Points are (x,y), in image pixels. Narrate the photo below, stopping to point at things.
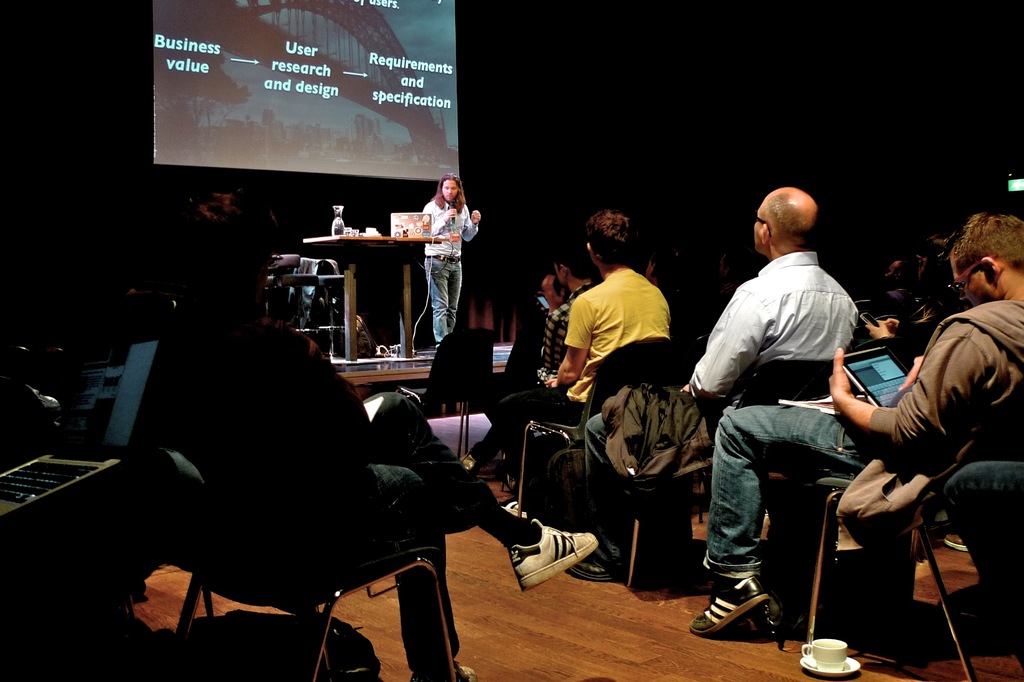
This image is taken indoors. In this image the background (676,106) is dark. There is a board (299,72) with a text (299,51) on and an image (341,52) on it. At the bottom of the image (557,609) there is a floor (533,607). In the middle of the image (446,256) a person (453,270) is standing on the dais (429,356) and there is a table (338,241) with a few things (411,221) on it. On the left side of the image (238,452) a few (170,510) are sitting on the chairs (194,597) and a person (78,498) is holding a laptop (75,419). On the right side of the image (723,314) many people (730,468) are sitting on the chairs (935,560) and a man (858,400) is holding a tablet (892,372) in his hands (845,390). There is a cup (819,651) and a saucer (813,665) on the floor (869,657).
